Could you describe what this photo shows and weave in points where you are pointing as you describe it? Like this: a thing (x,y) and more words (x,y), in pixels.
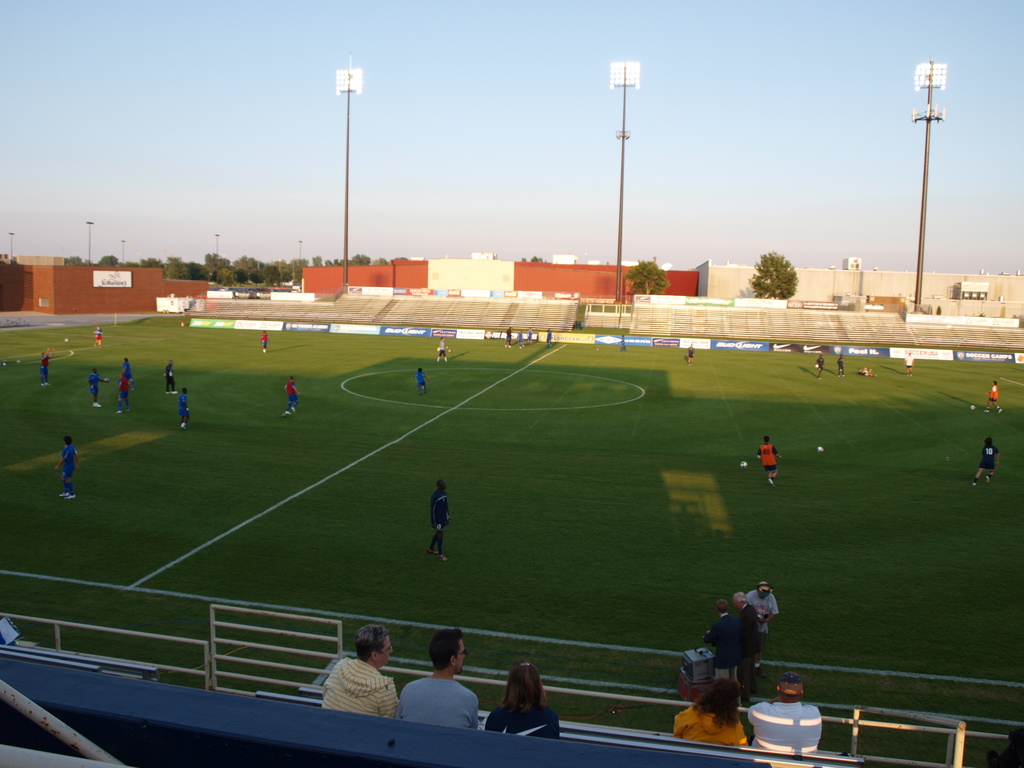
In this picture I can see few players (422,375) on the ground (385,493) and I can see few people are standing on the side and few are sitting and I can see flood lights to the poles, it looks like a stadium (345,390) and I can see buildings (971,314), trees (242,277) and a blue sky (771,137).
